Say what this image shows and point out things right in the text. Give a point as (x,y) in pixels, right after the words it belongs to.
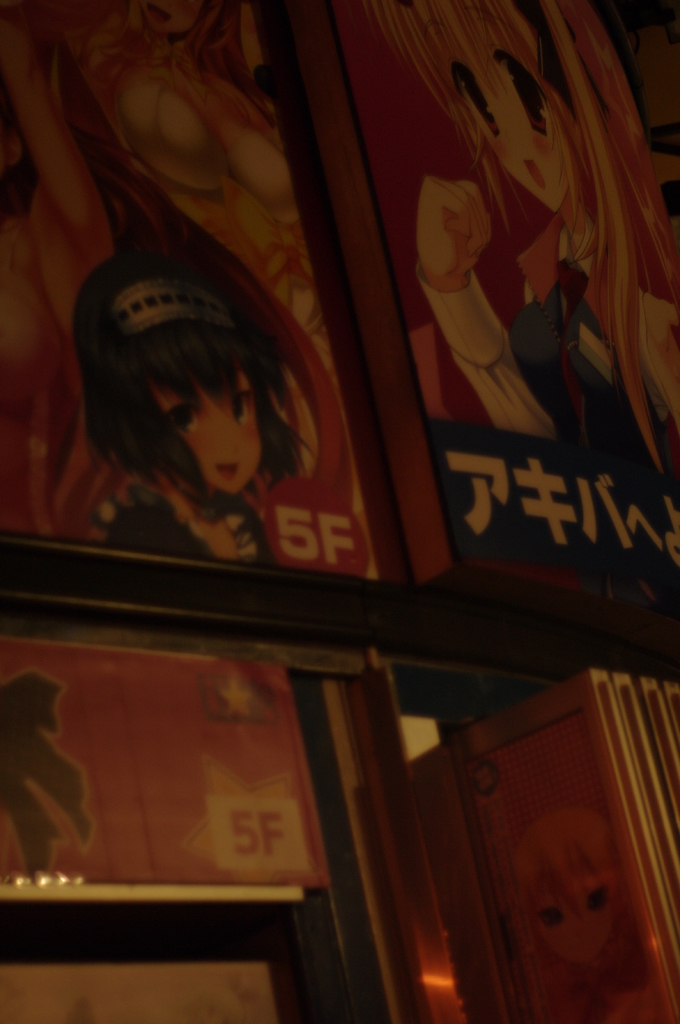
In this image I can see few wooden boards (248,773). On these I can see some text (332,551) and few cartoon images (223,422).
